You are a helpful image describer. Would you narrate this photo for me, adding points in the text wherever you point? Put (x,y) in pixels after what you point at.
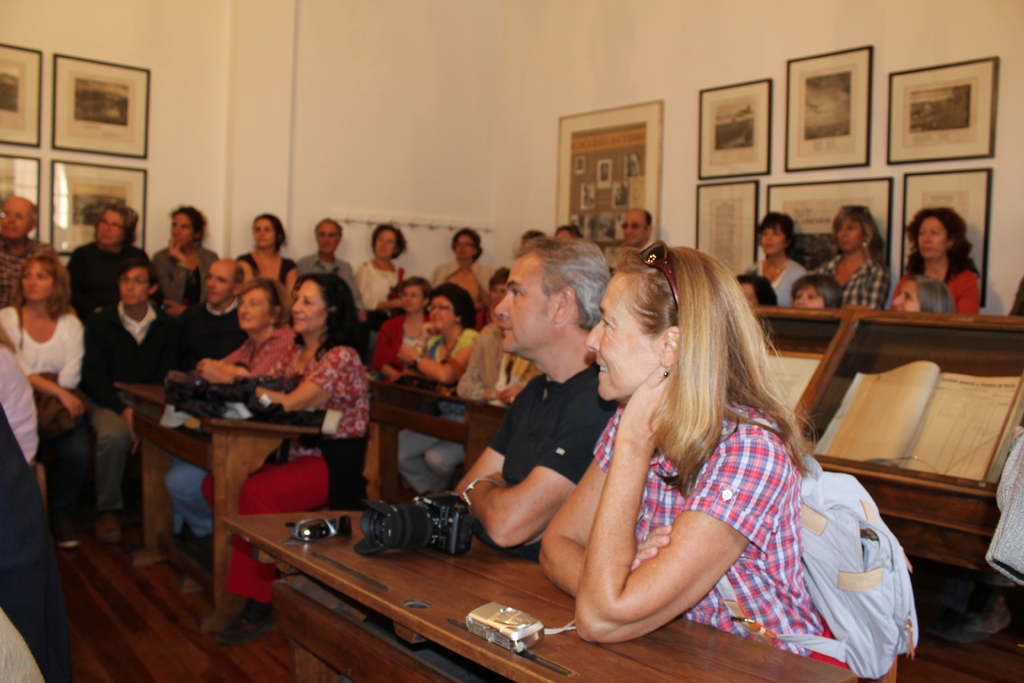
The photo is clicked inside a room (97,155). There are many people (107,364) sitting on chairs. There are many bench (570,615) in front of the chairs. next to the wall (446,235) many people (933,245) are standing. In the wall (59,159) there are many photo frame (87,139) hanged. On the table (484,602) there are cameras (366,525), books (894,420). On the right (729,514) a lady (741,473) wearing check shirt (772,580) is sitting she is carrying a bag (837,581).
